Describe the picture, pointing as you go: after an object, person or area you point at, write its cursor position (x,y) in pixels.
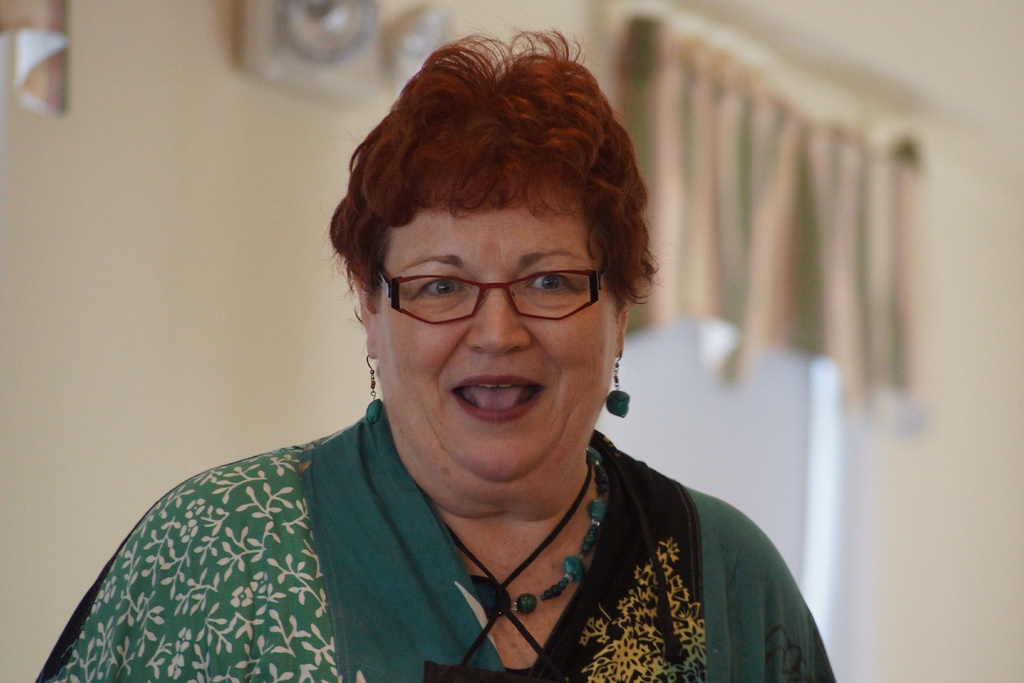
In this image I can see a woman (480,443) wearing a spectacle (433,305) and her mouth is open and wearing a green color dress (298,512), in the background (816,545) I can see the wall (112,548) and window (772,372) and a curtain (720,247).
